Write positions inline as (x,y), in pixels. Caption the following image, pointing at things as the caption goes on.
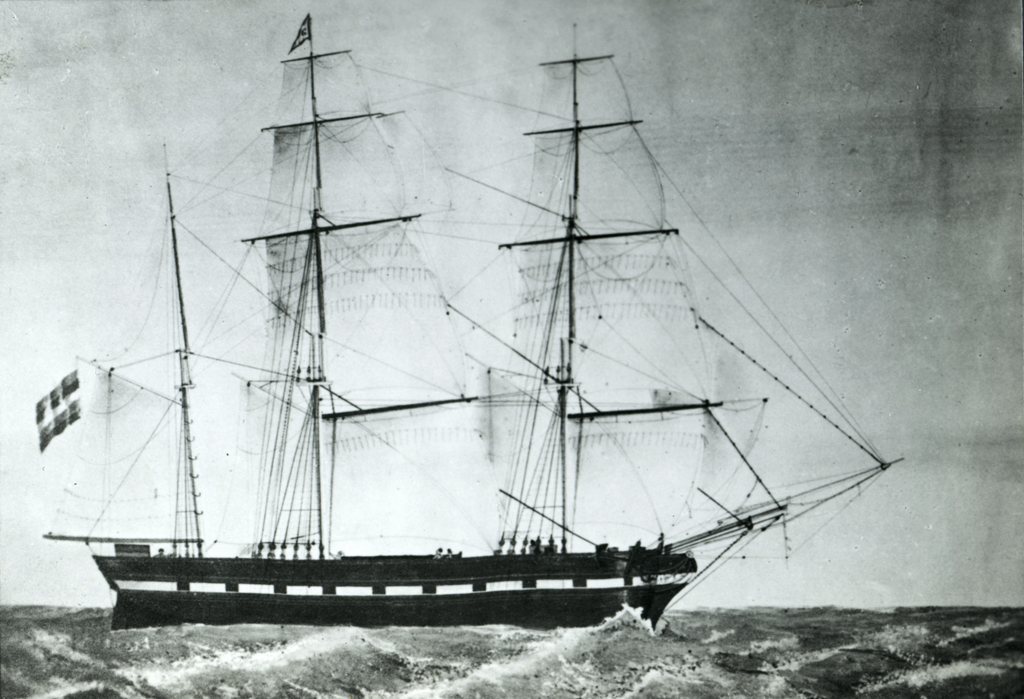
In this image we can see black and white picture of a boat (341,562) with group of poles (314,446) and cables (591,404) placed in the water (791,632).
